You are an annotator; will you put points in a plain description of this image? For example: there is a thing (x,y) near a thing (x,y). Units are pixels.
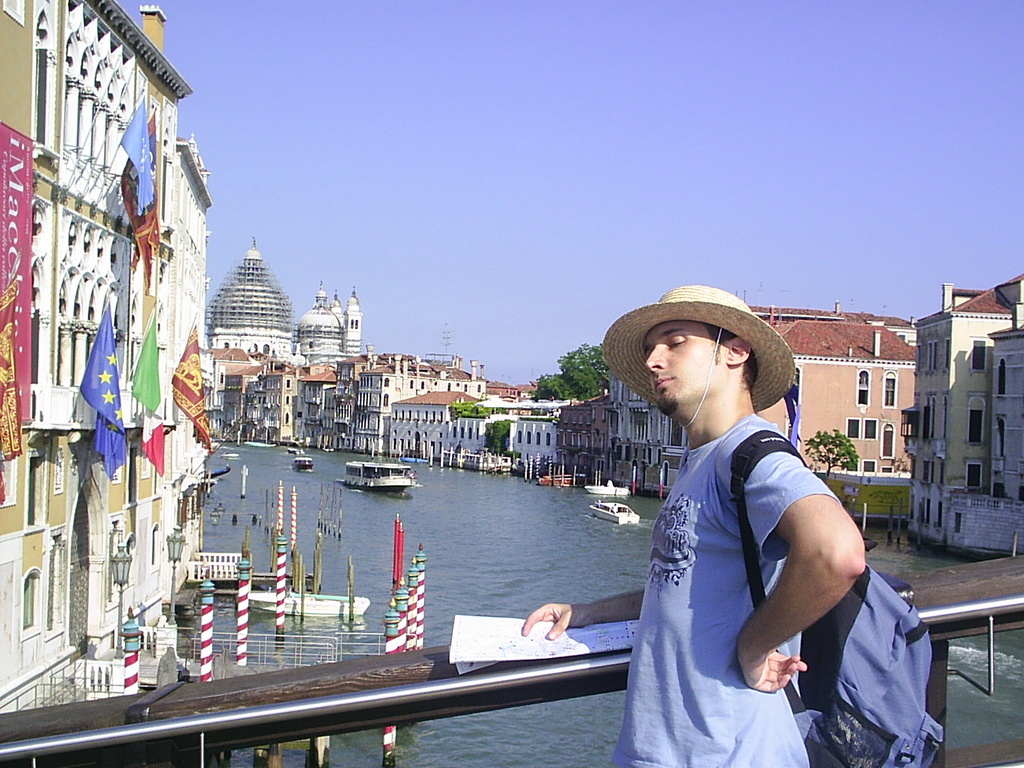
In this image in the foreground (671,557) there is one man (699,487) standing and he is wearing a bag (896,653) and hat (641,373), and he is holding papers (569,645) and there is a railing (553,670). In the background (498,491) there is a sea (440,496), and in the sea (562,530) there are some boats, poles (209,633), and there is a railing (296,636), lights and buildings (147,615), flags (787,404), trees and plants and there is a walkway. At the top (510,195) there is sky (674,154).
